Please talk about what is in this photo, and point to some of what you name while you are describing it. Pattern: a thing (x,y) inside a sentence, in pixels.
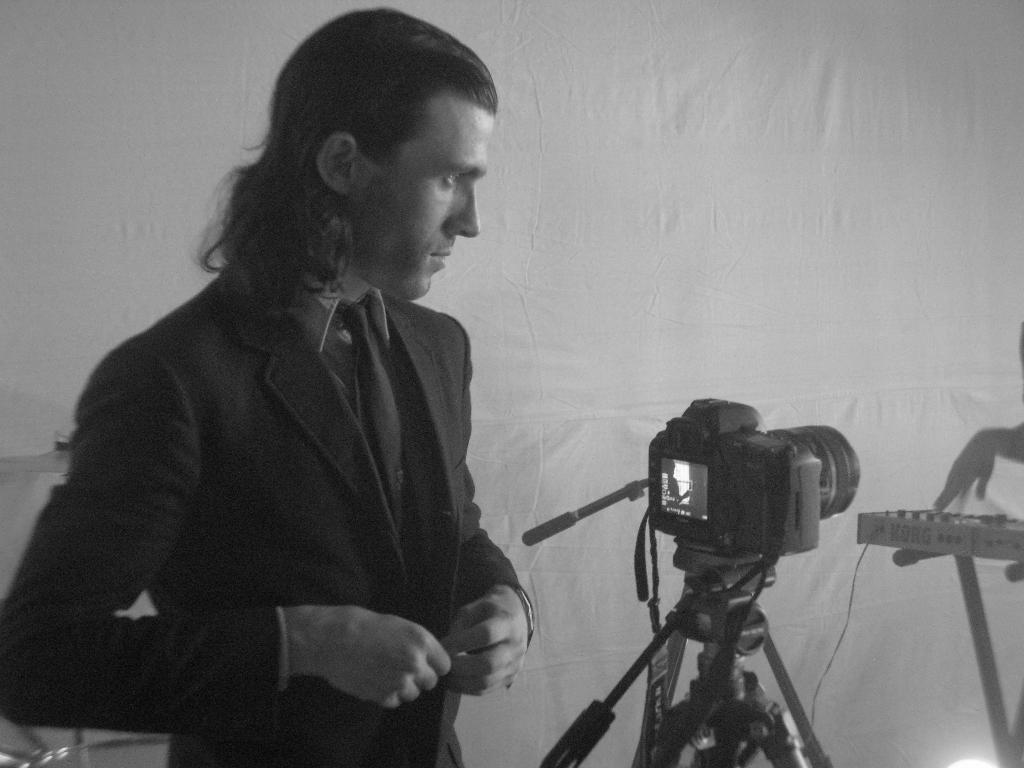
This is a black and white image. In this image we can see a man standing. We can also see a camera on a stand (796,726), the hand (965,503) of a person (954,492) beside a musical instrument (952,514) and a curtain (704,304).
